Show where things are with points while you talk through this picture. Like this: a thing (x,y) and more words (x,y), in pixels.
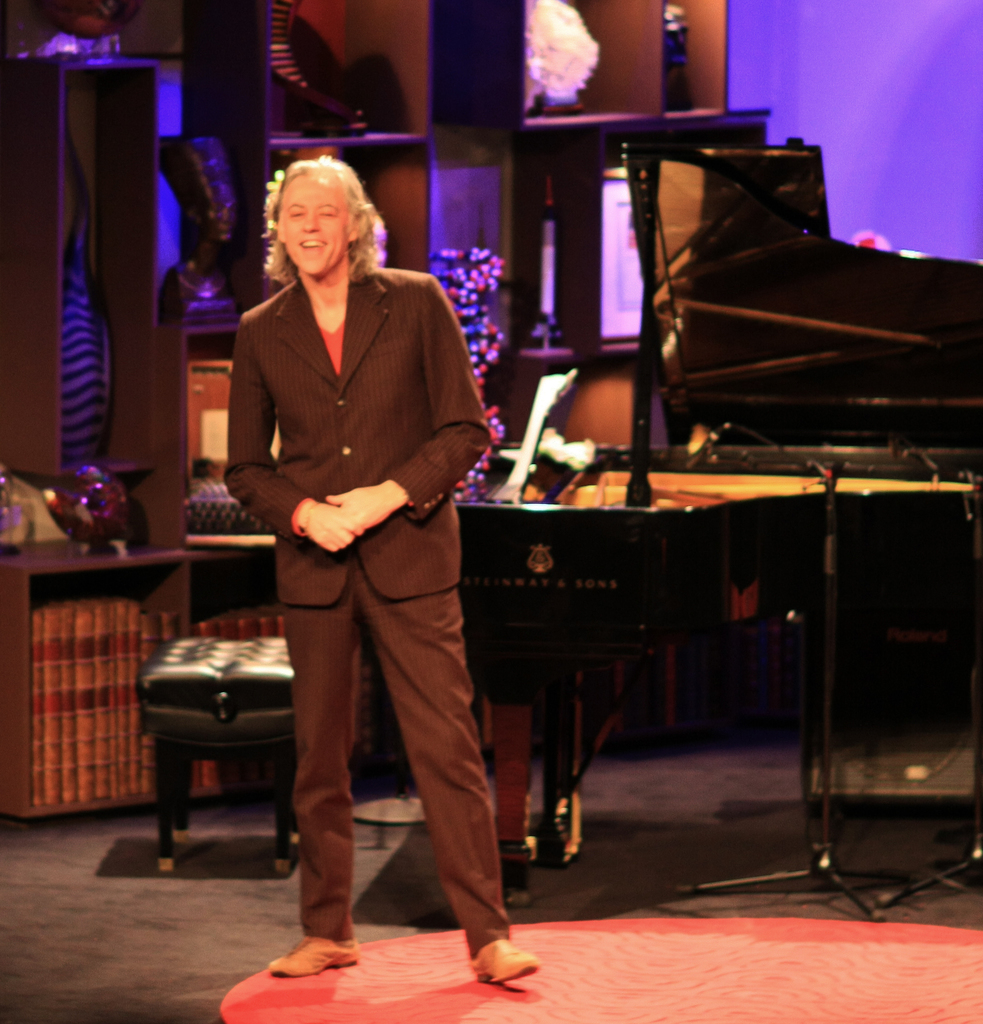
In this image there is a floor (170,882) at the bottom (284,978). There is a person (298,215), chair (163,774) and musical instruments (777,276) in the foreground (364,499). There is a wooden rack (106,153) with objects (2,538) on it in the background (663,10).
